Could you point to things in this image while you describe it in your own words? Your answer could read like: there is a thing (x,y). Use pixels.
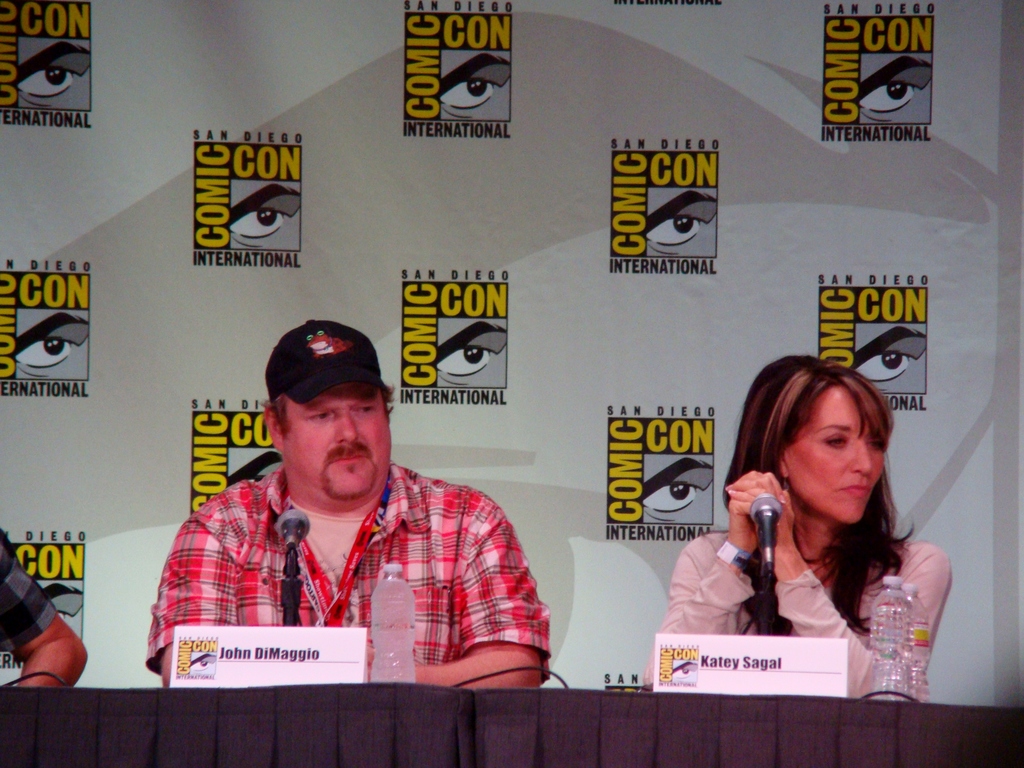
Here in this picture we can see a man (386,465) and a woman (716,543) sitting over a place and in front of them we can see a table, on which we can see name cards (282,664) and bottles (888,594) present and we can also see microphone (296,523) present on the table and the man (377,545) is wearing cap (334,379) and behind them we can see a banner (278,330) present.
